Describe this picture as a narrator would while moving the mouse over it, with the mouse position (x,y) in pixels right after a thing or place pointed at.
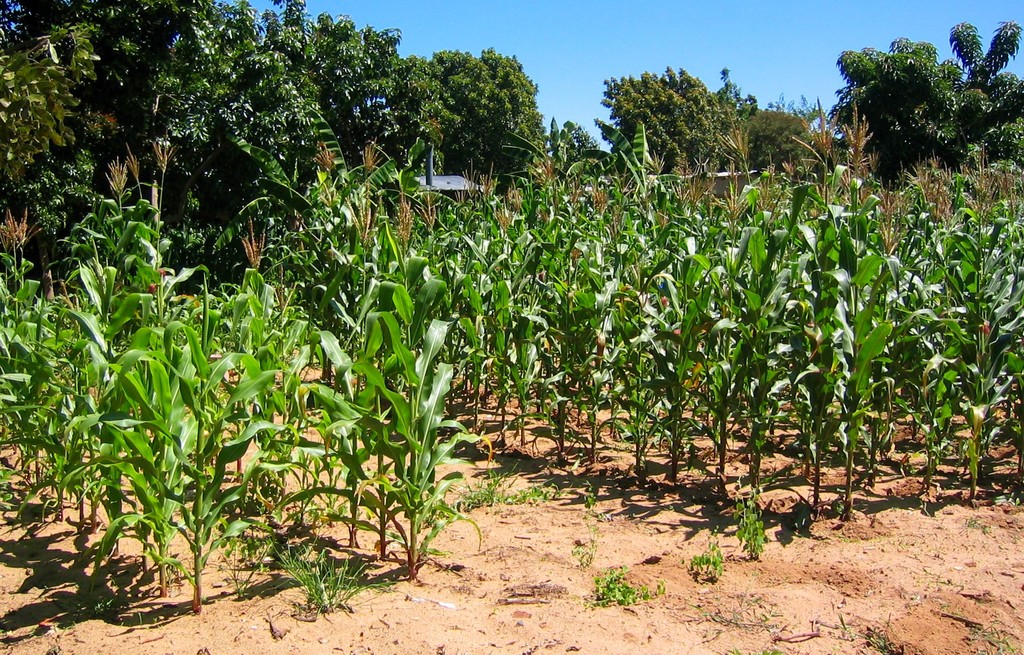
In this image I can see a trees (189,129) and small plants (684,368). They are in green color. The sky (722,33) is in blue color. I can see a mud (891,576).
